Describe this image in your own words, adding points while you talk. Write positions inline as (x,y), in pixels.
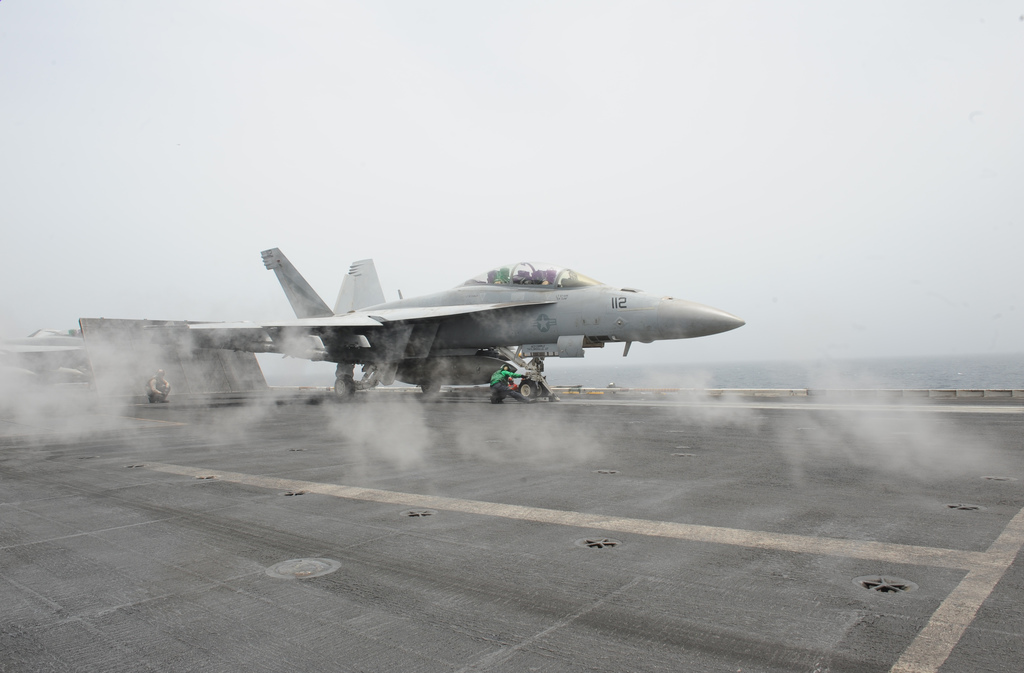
In this image there is jet (467,328) present on the runway (463,587). In the background (583,186) sky (725,177) is visible. There is also some person (153,396) in this image.
